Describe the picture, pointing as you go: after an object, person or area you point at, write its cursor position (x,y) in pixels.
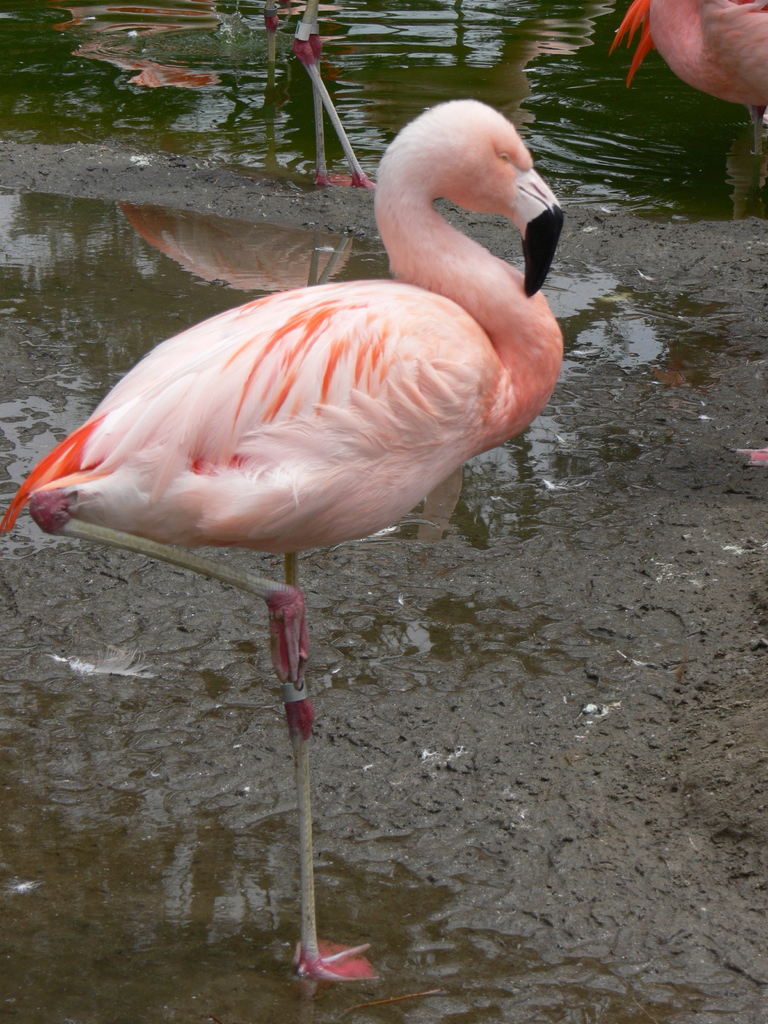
In this picture I can see the water (119,226) and the flamingos (444,324).
